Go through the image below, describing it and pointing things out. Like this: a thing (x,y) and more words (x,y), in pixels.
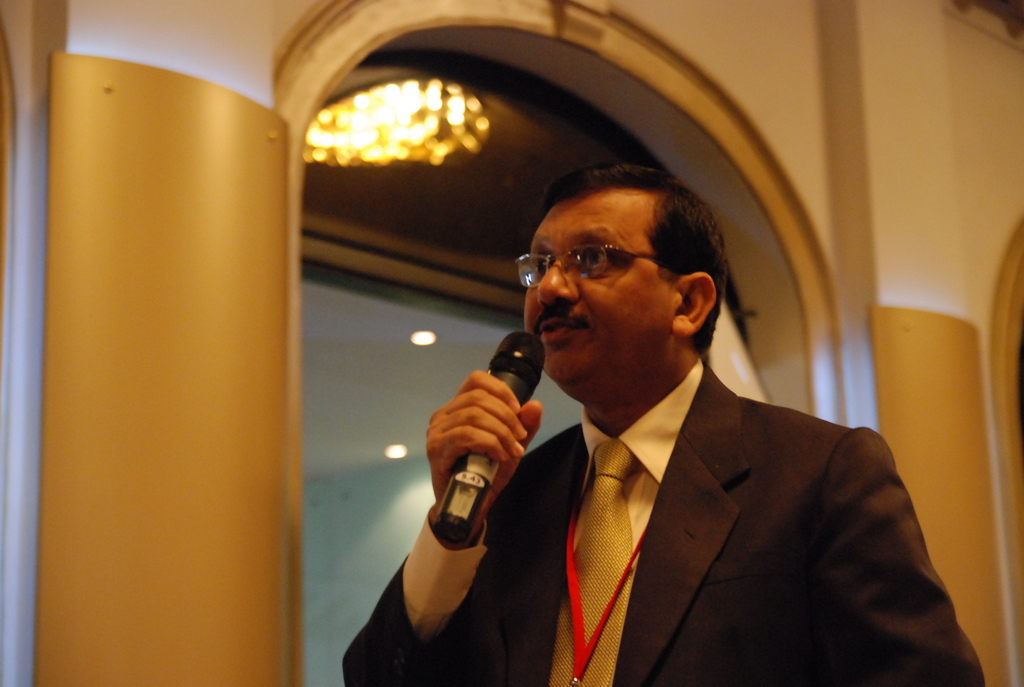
In this image the person (523,420) is holding the mike (516,376) wearing the brown coat (801,566), light yellow shirt (654,478), yellow tie (610,566), red tag (573,531) and specs (602,258) behind the person (680,249) some building (237,333) is there and some light (459,146).
